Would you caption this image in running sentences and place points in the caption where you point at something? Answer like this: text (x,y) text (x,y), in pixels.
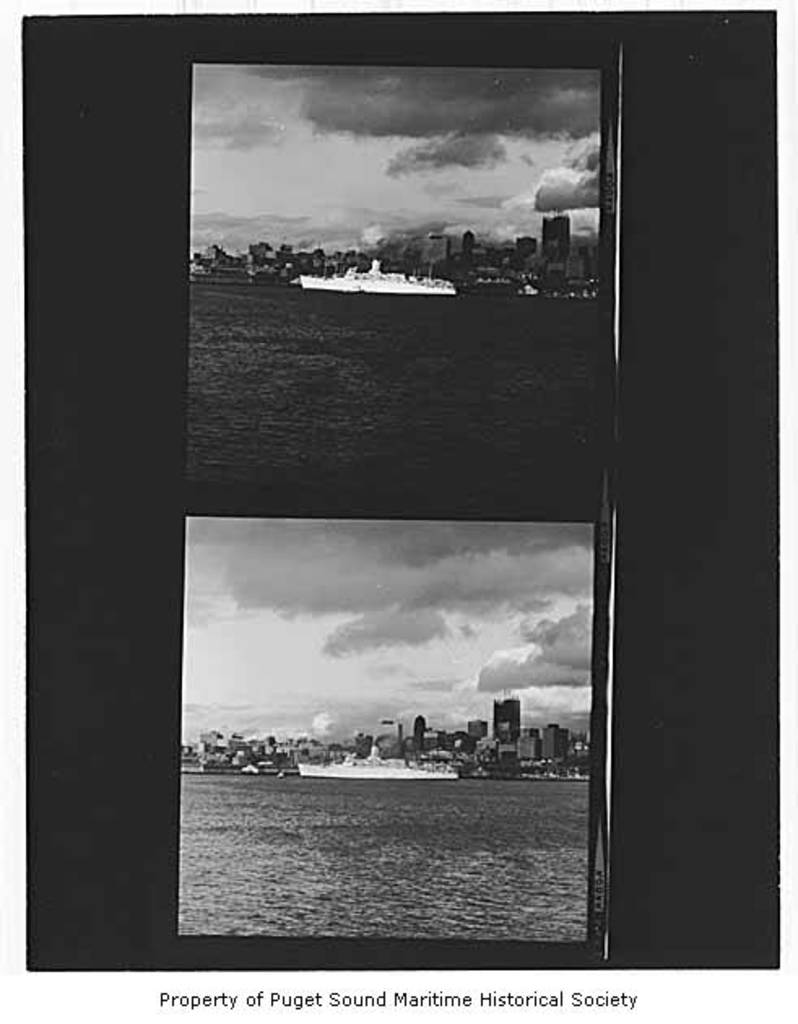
In this image I can see few photographs (332,634) on the black color surface (170,638). In the photographs (306,817) I can see the ship (374,774) on the water (374,806). In the background (459,748) I can see many buildings (384,750), clouds (342,654) and the sky (335,602).
